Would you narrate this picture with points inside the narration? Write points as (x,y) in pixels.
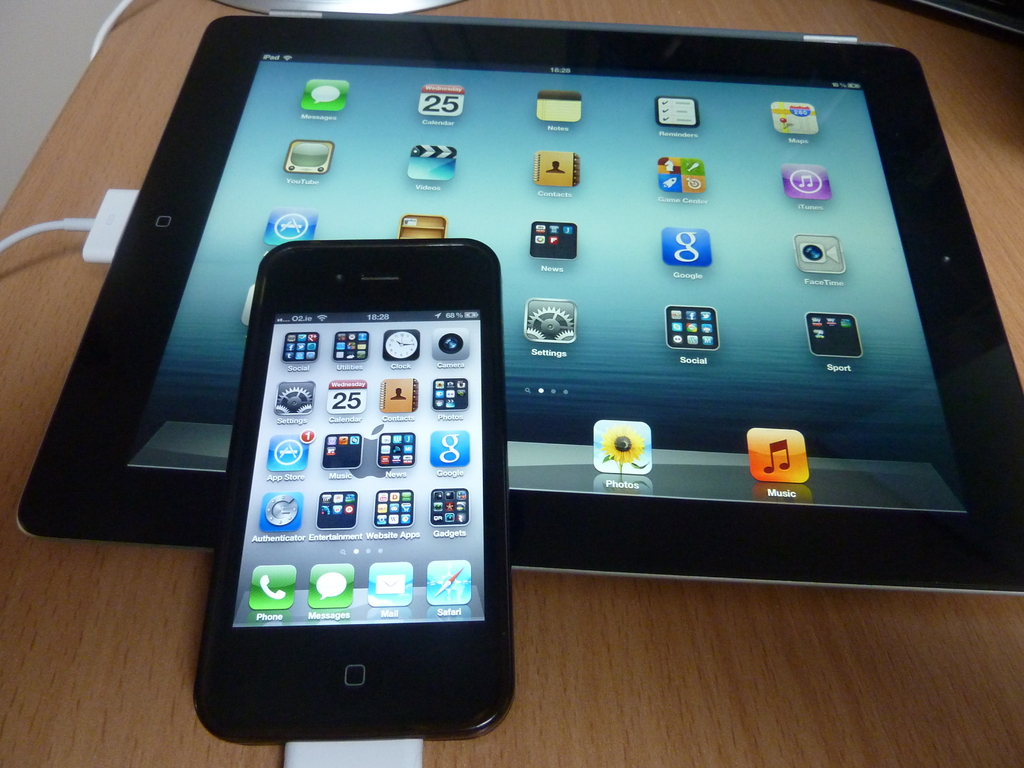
In this picture I can see the brown color surface (998,614) on which there is a phone (399,291) and a tablet (987,393) and I see 2 white color wires (304,755) connected to it and on the screens (600,106) I can see the applications (426,168).
